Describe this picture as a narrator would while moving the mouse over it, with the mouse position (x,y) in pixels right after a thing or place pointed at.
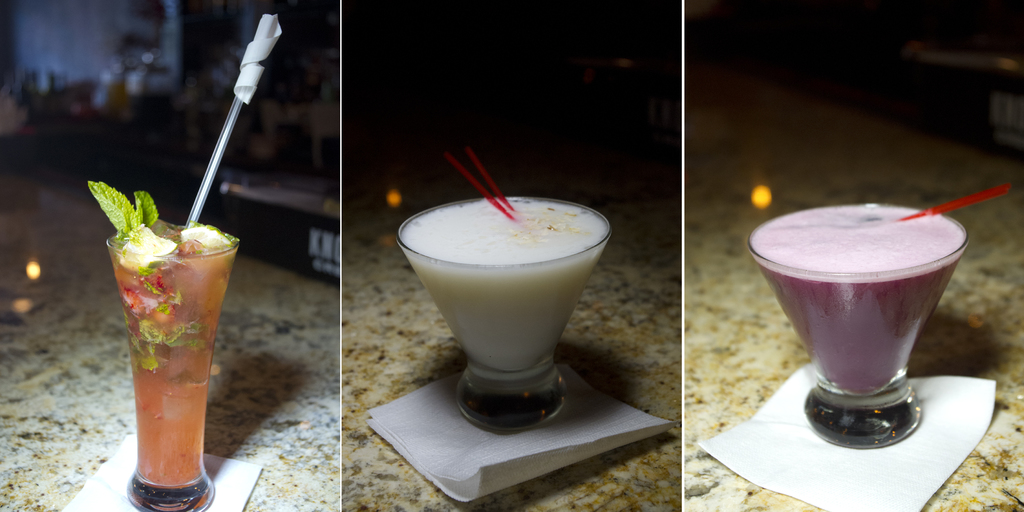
This is a collage, in this image in the foreground (180,319) there are three glasses (851,326), in the glasses (909,335) there is drink (837,326), straws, and on the left side (150,362) there are some leaves (145,325) in the glass (162,314). And at the bottom of the glass (904,432), there are tissue papers (794,423) and at the bottom (718,404) there is a table (678,275) and in the background (995,111) there are some objects (1011,104).
